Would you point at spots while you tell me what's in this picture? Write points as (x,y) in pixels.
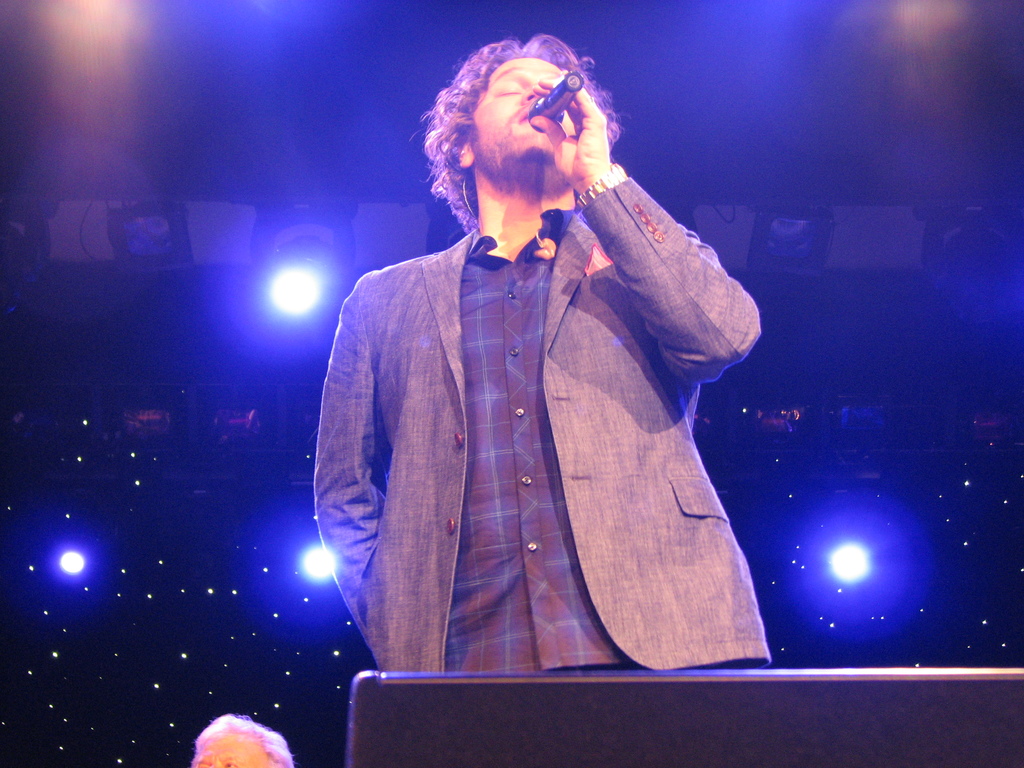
There is a man (524,266) singing on the mike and he is in a suit (572,397). In the background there are lights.
